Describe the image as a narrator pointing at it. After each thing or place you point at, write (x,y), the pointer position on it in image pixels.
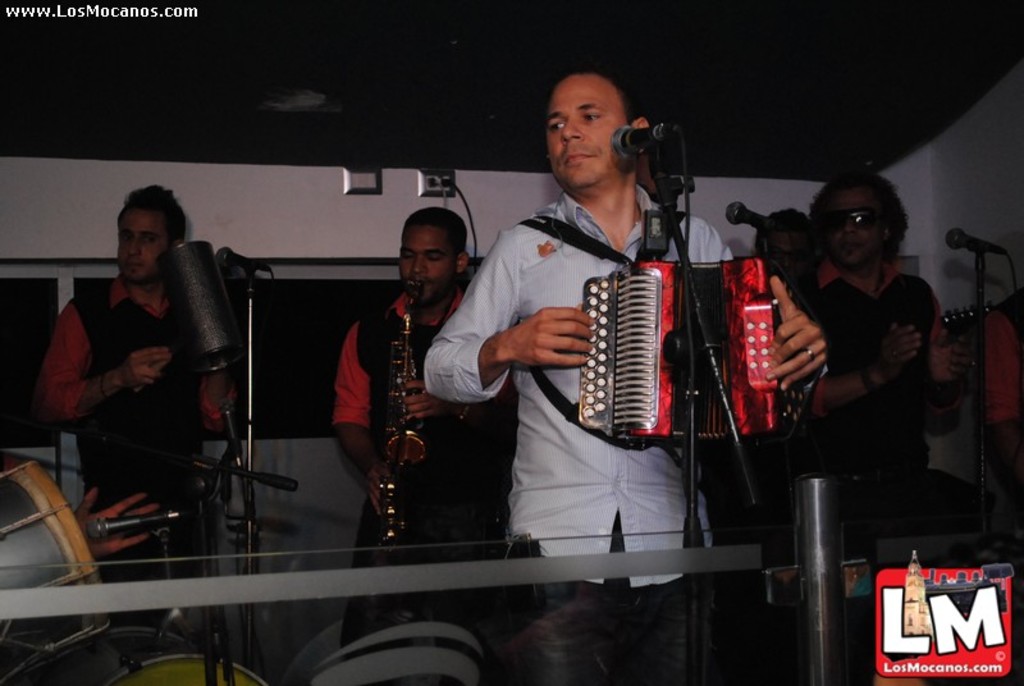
In this image we can see the persons (619,466) playing the musical instruments (769,276) and standing in front of the mics (640,140) with the stands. In the background (907,213), we can see the windows (301,274), wall (348,211) and also the ceiling (656,72) at the top (789,34). In the top left corner (48,11) we can see the text (34,10) and in the bottom right corner (945,577) we can see the logo (962,587).
